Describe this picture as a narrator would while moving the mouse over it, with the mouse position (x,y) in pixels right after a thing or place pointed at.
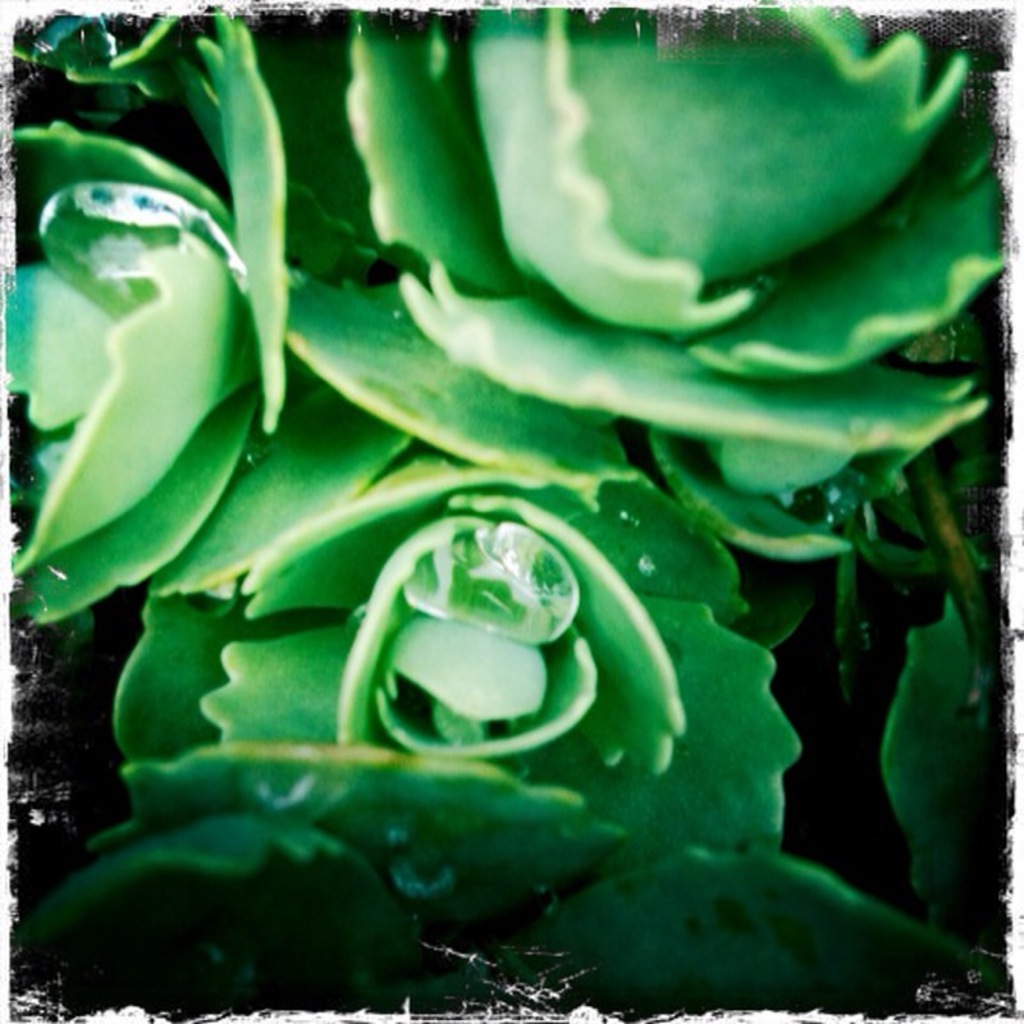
In this image we can see a plant (405,766).
